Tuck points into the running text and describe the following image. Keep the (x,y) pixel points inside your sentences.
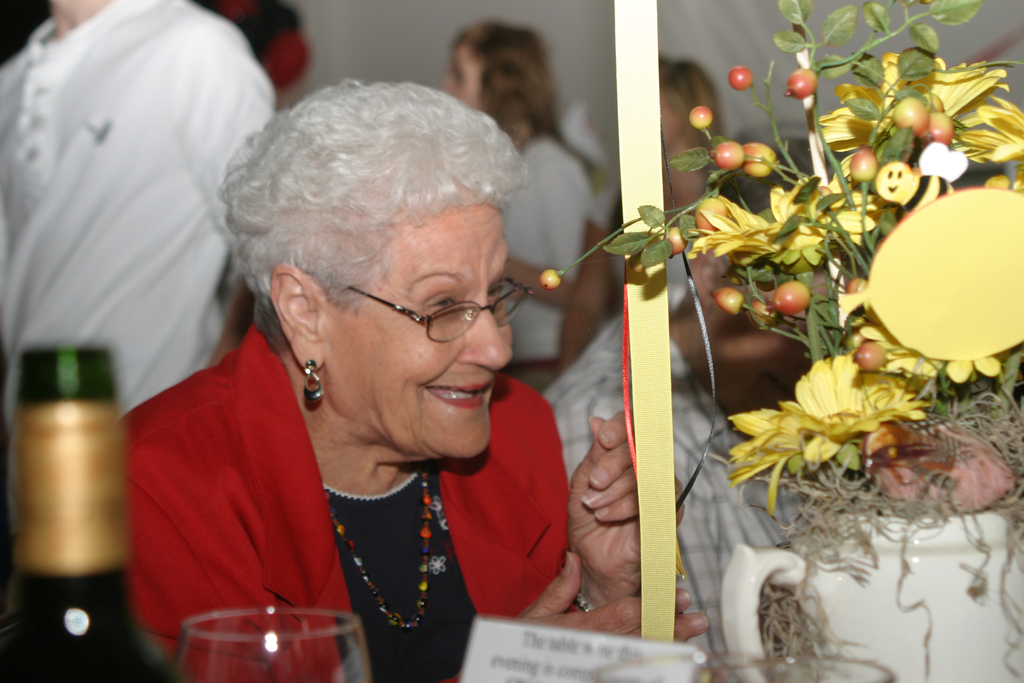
On the right side of the image (967,296) we can see one yellow color object (948,310) and one pot (941,567) with a plant (929,515), fruits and flowers (815,392). At the bottom of the image (89,576), we can see some objects (25,576). In the center of the image (476,430) we can see a person (515,391) is smiling. In front of her, there is an object (657,455). In the background (573,365) there is a wall (439,66) and a few people (455,60).
